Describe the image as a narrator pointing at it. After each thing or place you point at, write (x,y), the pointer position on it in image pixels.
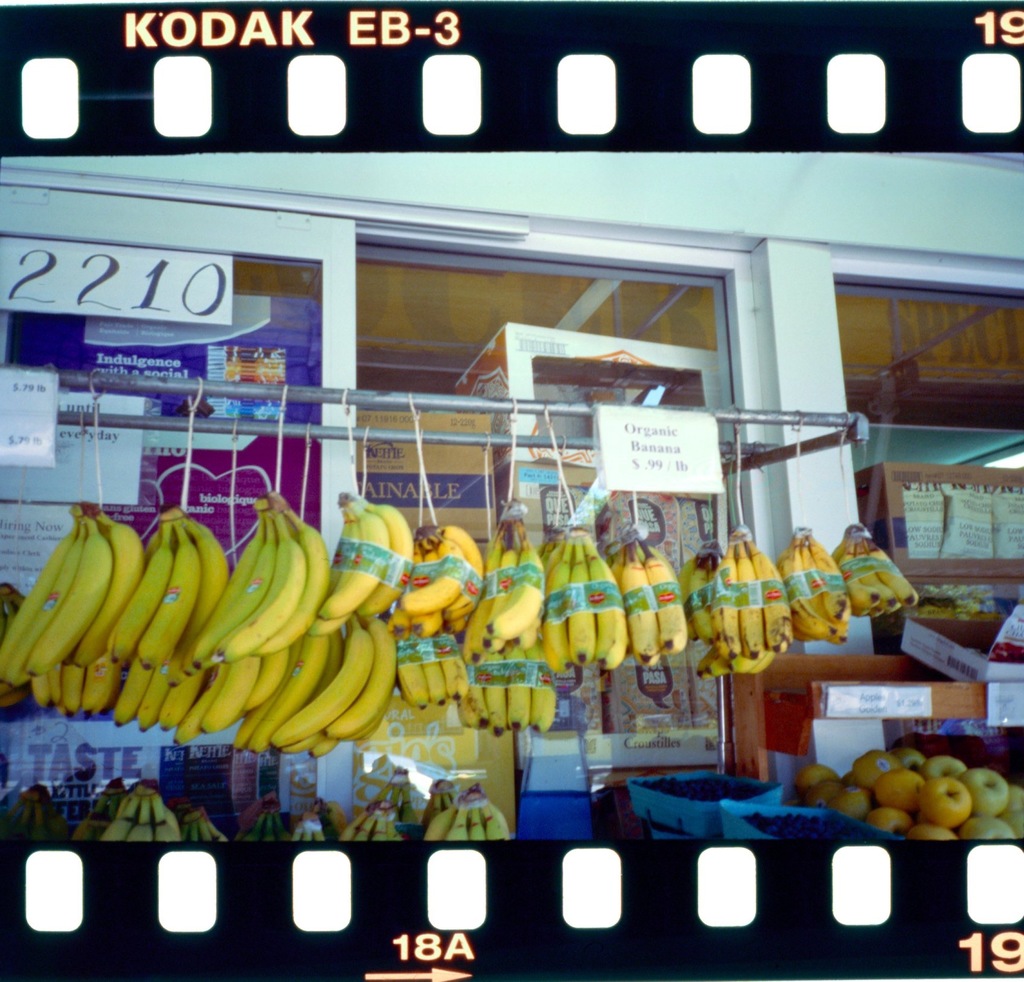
In this image I can see many bananas (612,645) hanged to the metal rods (428,432) and there are the boards (25,446) attached. There are many fruits (787,836) in the baskets (652,829). In the background (397,708) I can see many cardboard boxes (397,708) and the boards (36,528) and posters (76,437) can be seen.
